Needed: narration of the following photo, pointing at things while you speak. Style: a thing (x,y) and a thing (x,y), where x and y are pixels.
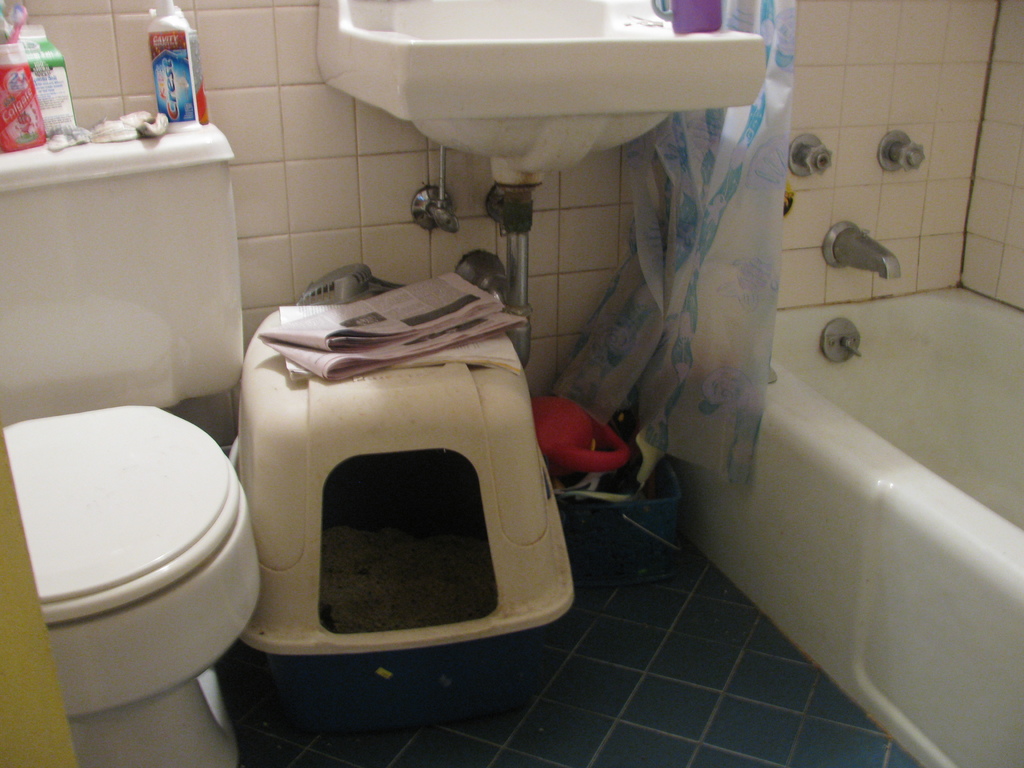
There is a room (570,733), in which, there is a white color tub (942,457), near a litter box (482,443), on which, there are papers (296,355), near a white color toilet (168,578), which is near bottles (157,40) and brush (10,25) on the white color tank (181,244), which is attached to the white wall (283,71), which is near a white color sink (558,50) and a curtain (771,196).
